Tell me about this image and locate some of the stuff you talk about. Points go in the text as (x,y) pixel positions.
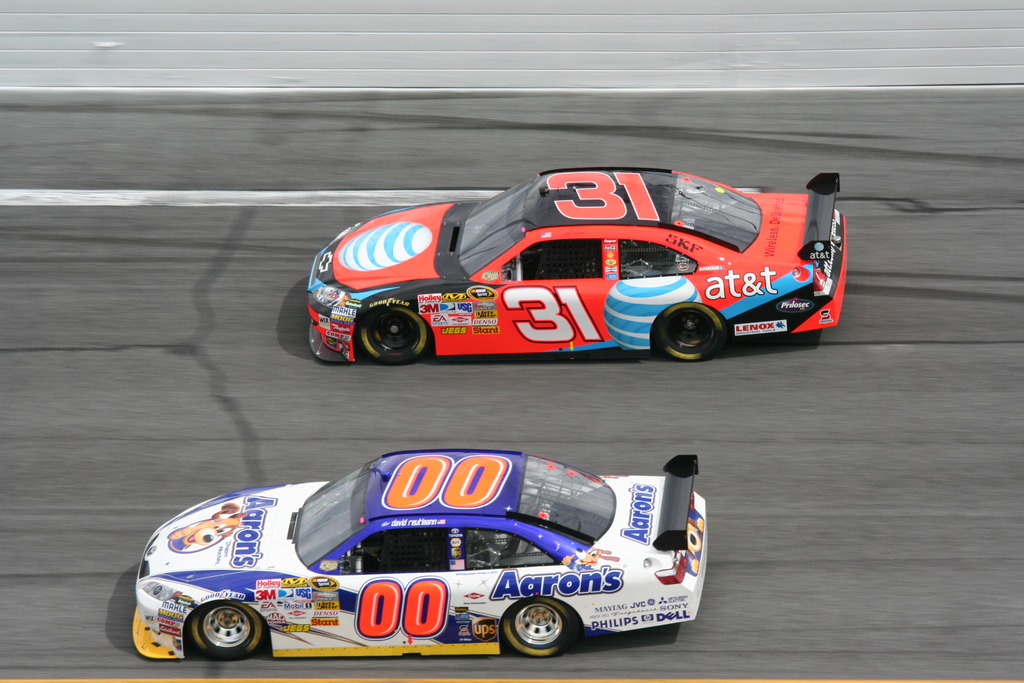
In this image I can see two cars (530,630) riding on the road (365,669).
